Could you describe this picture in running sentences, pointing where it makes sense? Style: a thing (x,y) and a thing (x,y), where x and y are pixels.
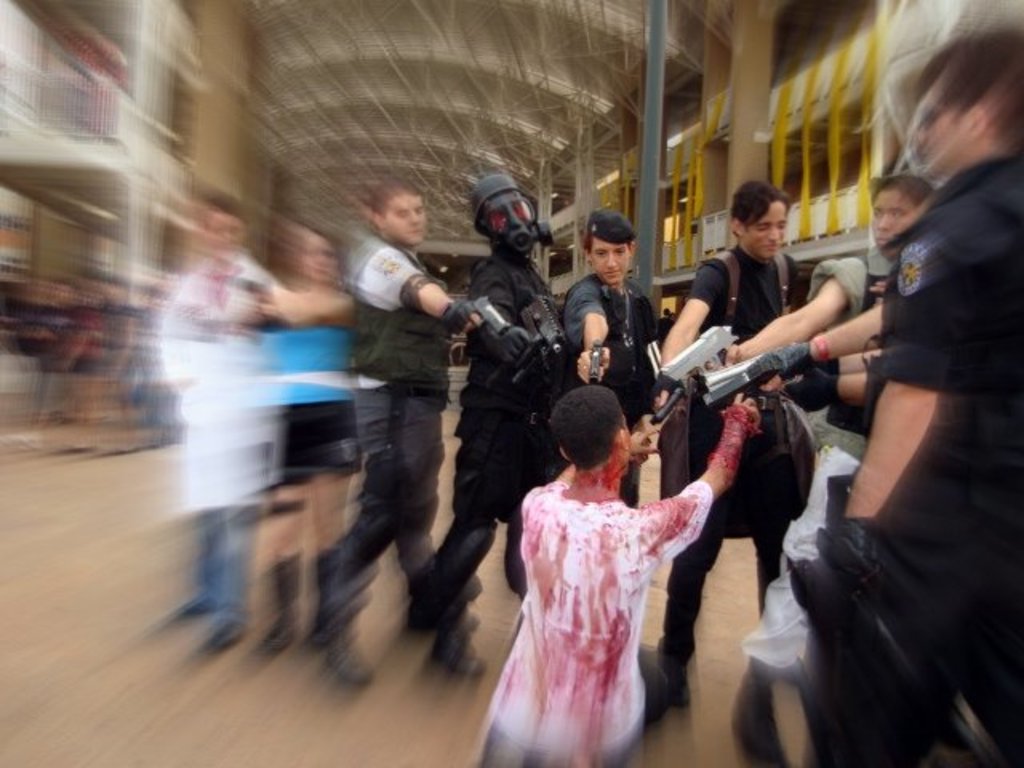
In this image we can see persons (322,368) standing on the floor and holding guns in their hands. In the background (456,48) there are buildings (209,145).
